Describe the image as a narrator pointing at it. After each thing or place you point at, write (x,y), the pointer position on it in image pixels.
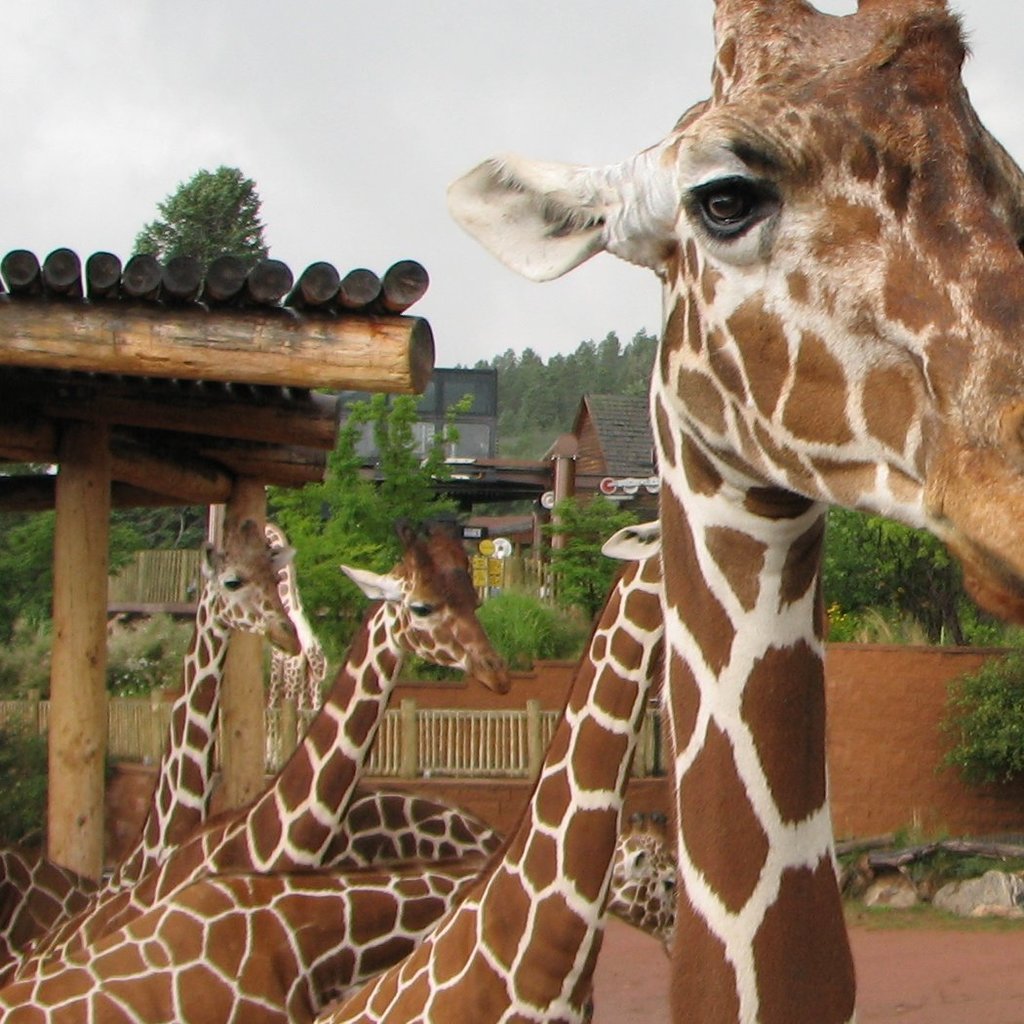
In the image there are few giraffes (284,837) and behind them there is a shed (210,308) made up of wooden logs (99,539) and in the background (599,515) there are many trees (602,577) and some houses (550,454).
